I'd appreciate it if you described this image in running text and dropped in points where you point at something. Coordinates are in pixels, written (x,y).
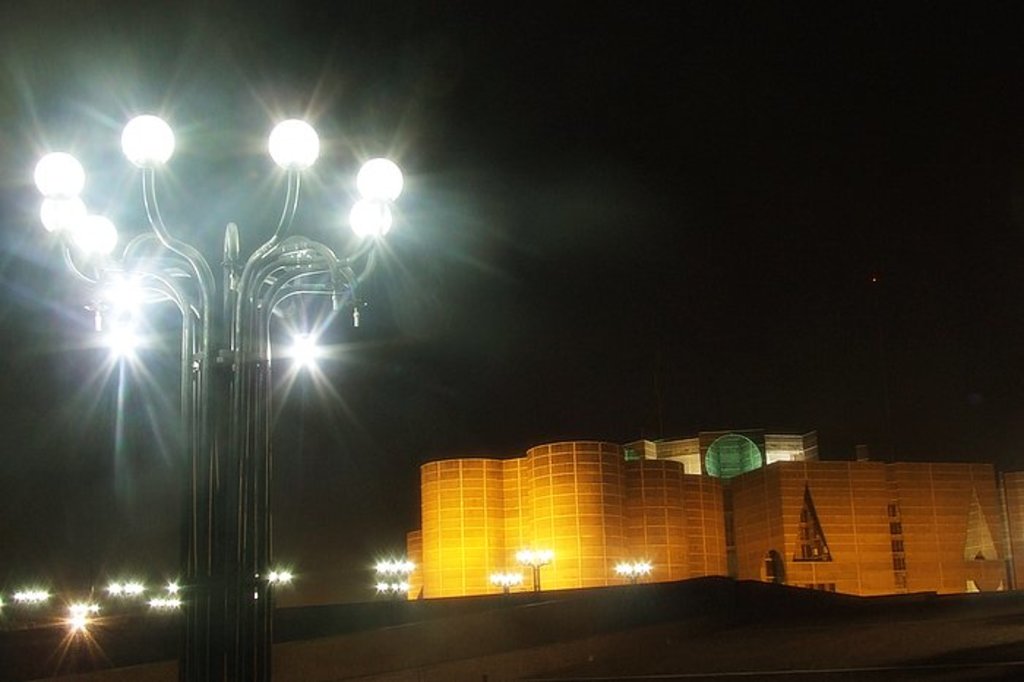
In this image I can see few light poles (198,642). In the background (699,461) I can see few buildings (895,543) and the sky (808,260) is in black color.
